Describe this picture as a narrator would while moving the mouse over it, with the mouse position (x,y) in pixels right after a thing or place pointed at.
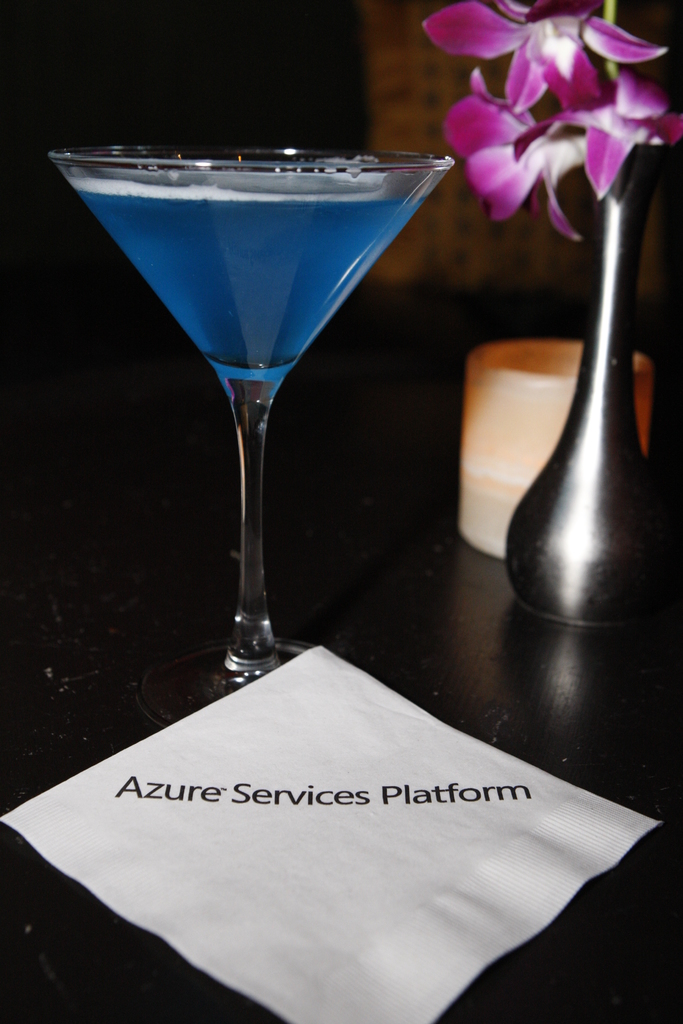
A wine glass (304,257), flower vase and a cup (509,386) are placed on a table (334,566). There is a piece of paper (226,721) titled "azure services platform" is also on the table (288,632).
